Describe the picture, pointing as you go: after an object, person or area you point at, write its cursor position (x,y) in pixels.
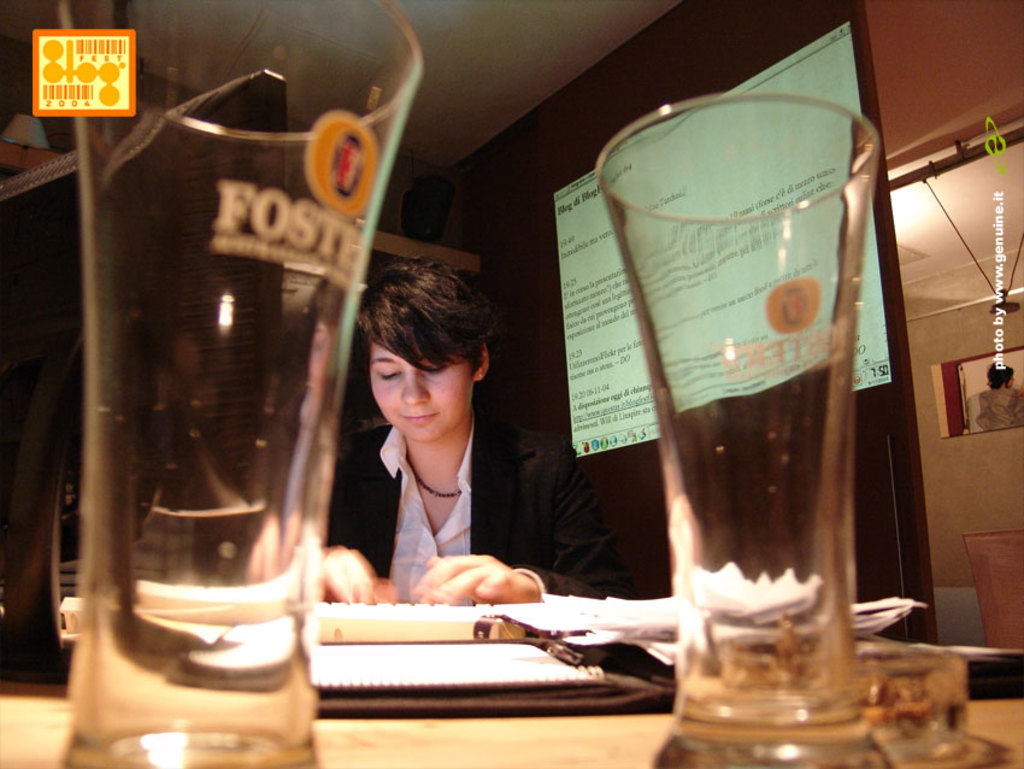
In this image I can see few glasses (794,531), papers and few objects (877,701) on the table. One person (549,460) is sitting and wearing black and white color dress (487,510). Back I can see the screen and wall (705,57).
